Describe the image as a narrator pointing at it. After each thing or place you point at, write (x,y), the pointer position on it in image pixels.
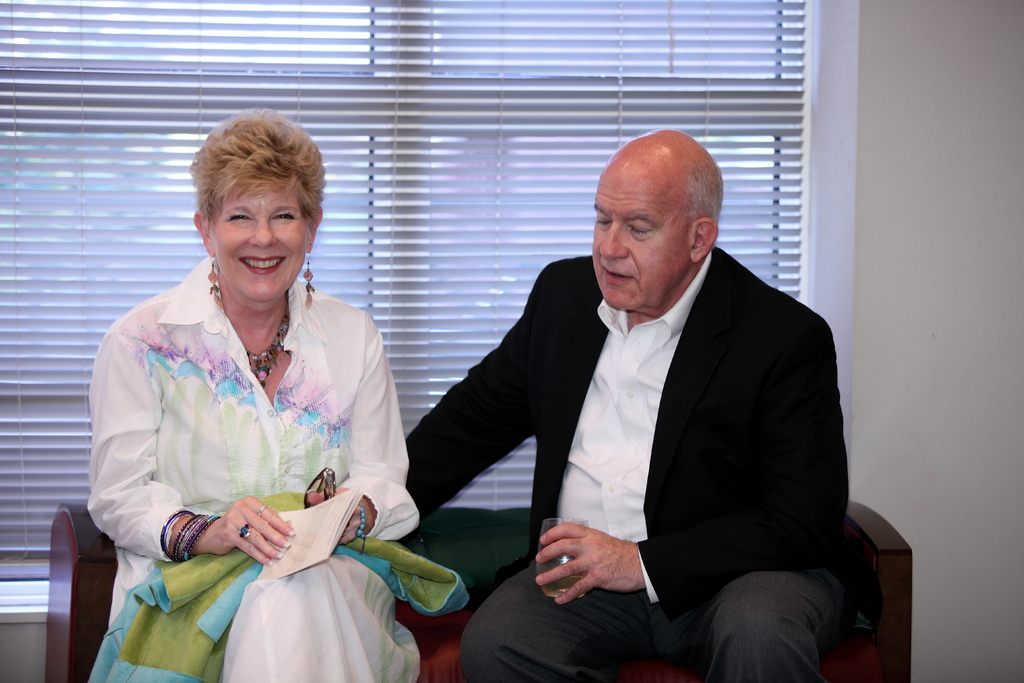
In this image we can see a man (431,451) and a woman (322,408) sitting on a sofa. In that the woman (314,417) is holding a book (319,522). On the backside (523,299) we can see a wall (932,292) and a window (523,217).
